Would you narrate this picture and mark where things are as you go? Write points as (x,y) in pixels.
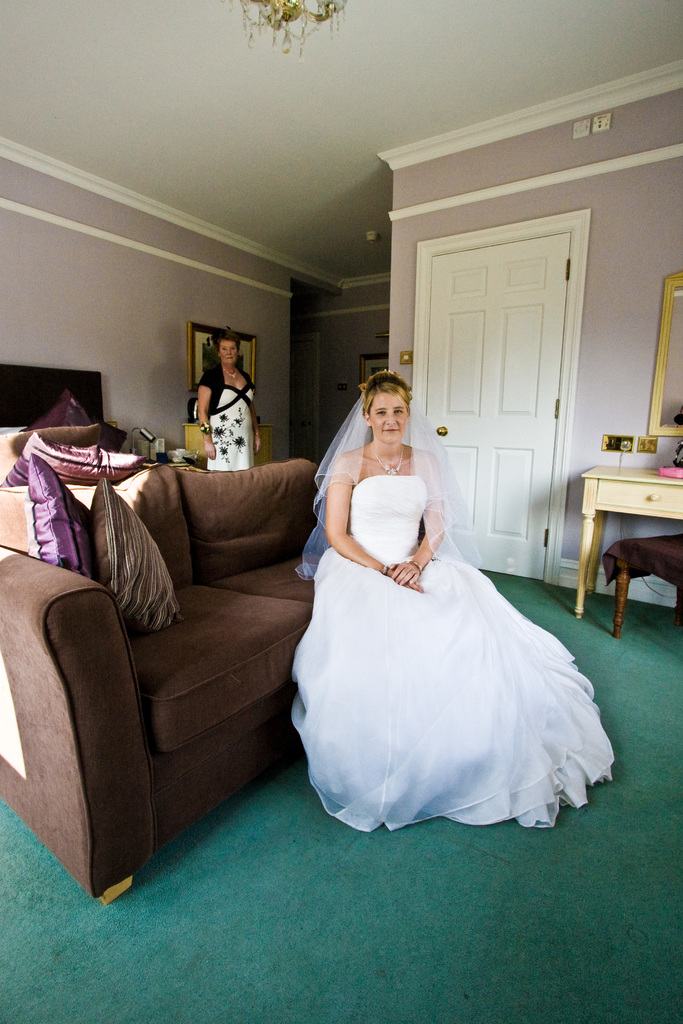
This picture is taken in a room (370,833). There is a woman (519,808) in the white dress (541,711) sitting on a sofa (295,587) in the middle of the room (393,215). On the sofa (164,662) there are some pillows (142,456). Behind her there is another woman (228,333) wearing a black and white dress (249,379). Towards the right (583,218) there are chair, table (614,486), mirror (662,379) and a door (517,322). In the background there is a frame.
